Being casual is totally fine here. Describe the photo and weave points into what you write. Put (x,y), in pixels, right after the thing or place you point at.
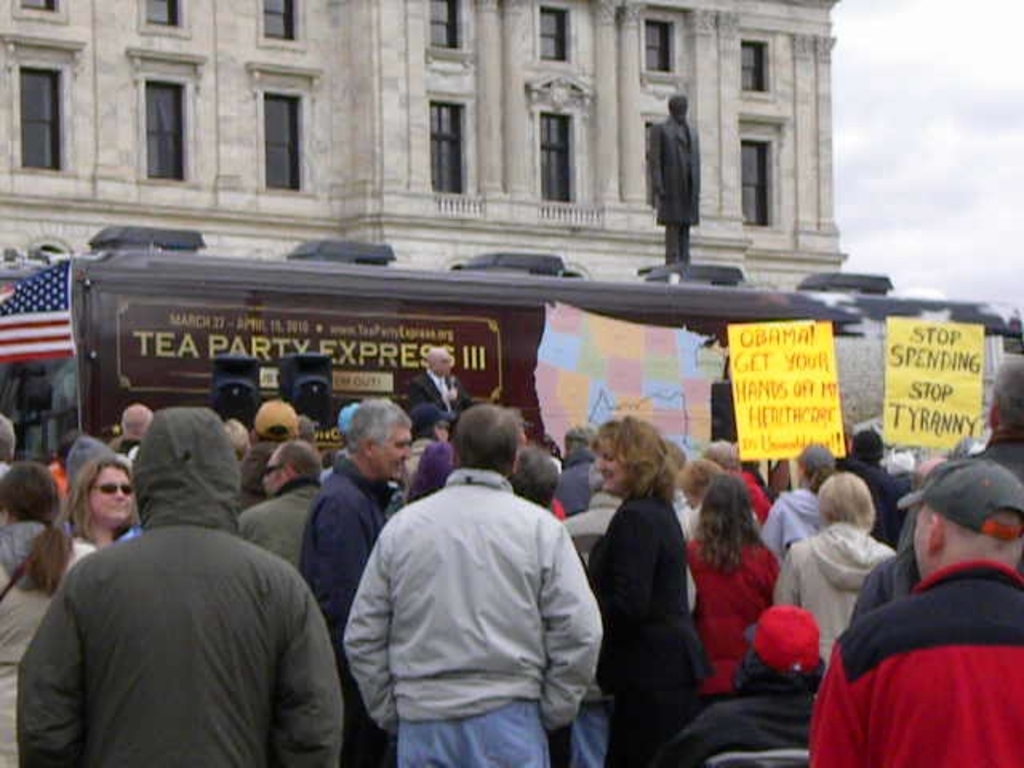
In this image, we can see a group of people (470,486). Here we can see few boards (910,401), banners (815,424), flag (15,325). Background (439,203) there is a building (423,205) with walls (217,226) and windows (560,162). Here we can see a statue (689,185). Right side of the image (982,197), there is a sky (1000,206).
